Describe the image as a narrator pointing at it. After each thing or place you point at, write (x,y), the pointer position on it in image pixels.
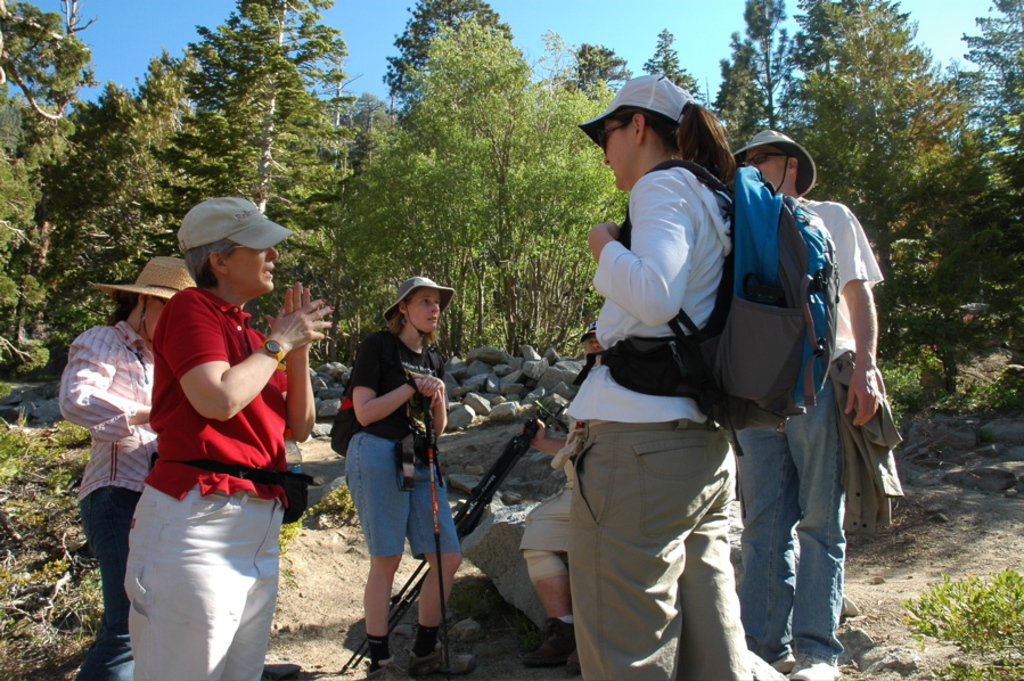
This picture is taken outside. There are group of people (389,552) in the image. Three people (456,556) towards the left (223,493) and three people (661,625) towards the right (863,511). One person (552,622) sitting on a rock (518,590). A woman (609,399) towards the right (700,527), she is wearing a white t shirt (640,401), cream trousers (630,430) and she is wearing a bag (717,182). A woman (296,329) towards the left (239,434), she is wearing a red t shirt (206,419), cream trousers (208,509) and cream hat (253,241). In the background (240,66) there are group of trees (522,87) and rocks (504,366).
